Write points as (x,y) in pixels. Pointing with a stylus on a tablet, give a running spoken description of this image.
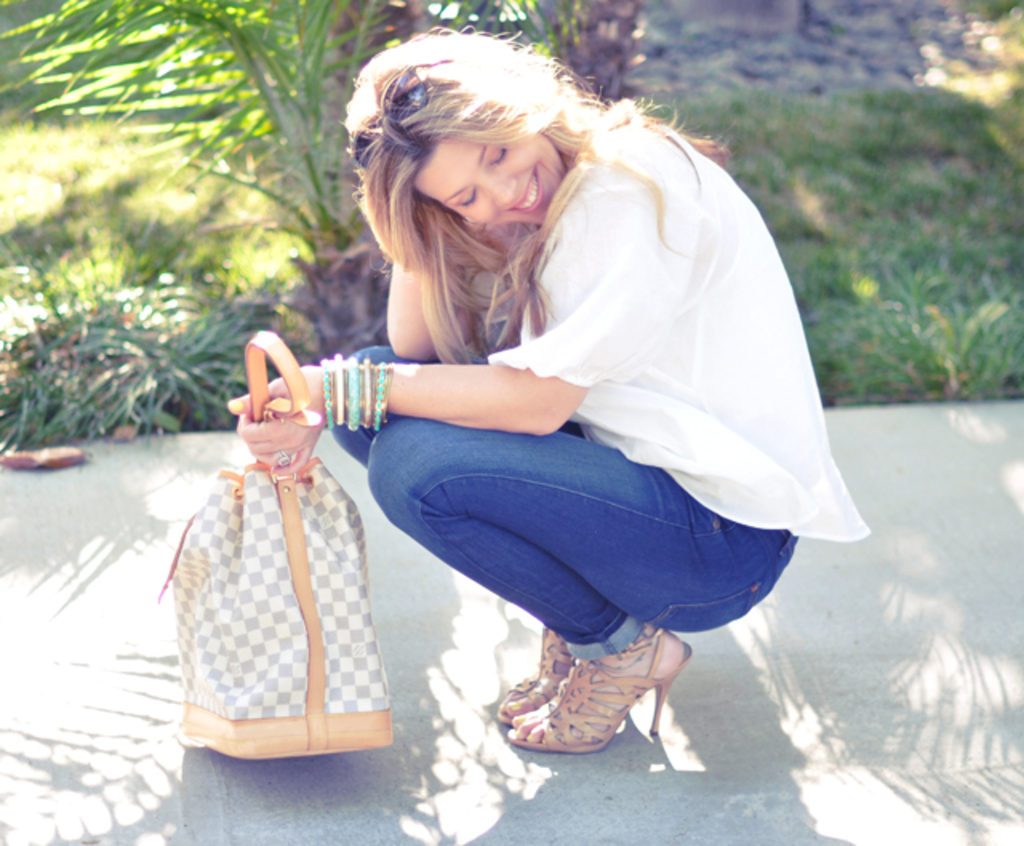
In the center of the image (548,427), we can see a lady (569,241) smiling and sitting on the knees (392,510) and holding a bag (280,559). In the background (369,37), there are trees (178,114). At the bottom (917,569), there is a road (911,543) and we can see some plants (165,278).
